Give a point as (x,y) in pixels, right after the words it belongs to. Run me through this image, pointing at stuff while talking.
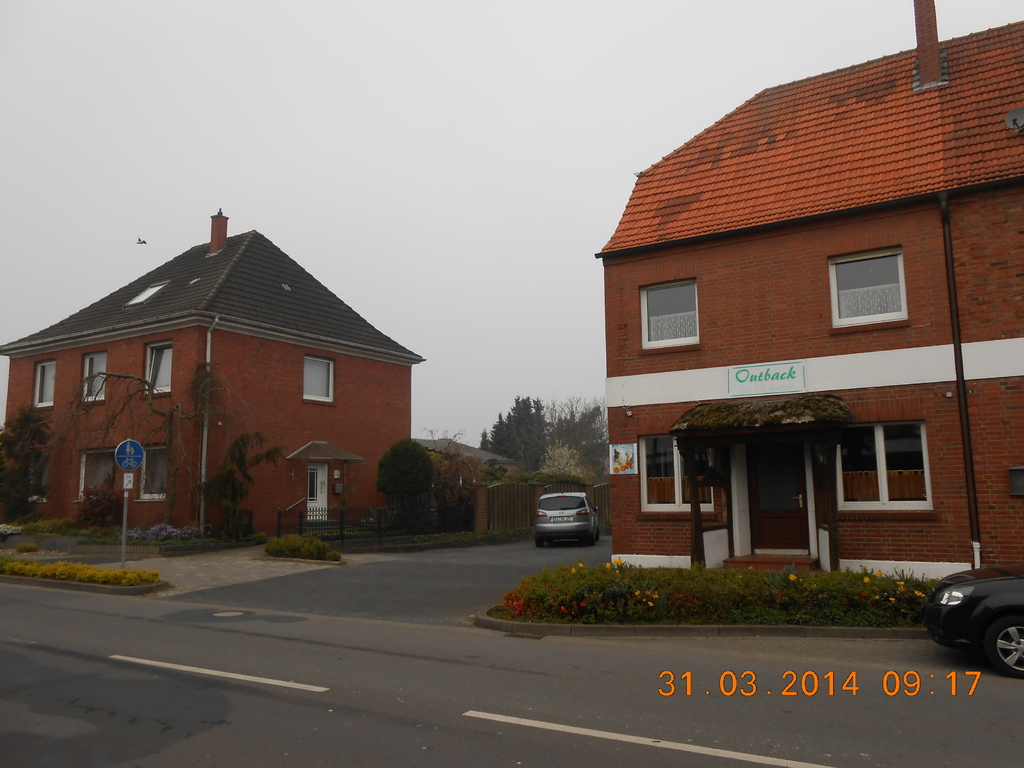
This picture is clicked outside. On the right (902,474) there is a house (799,197) with a red roof top (850,172) and we can see the door (782,486) and windows (913,464) of the house (870,351). On the right corner (1000,579) there is a black color car (979,587) and we can see the pole (957,387) and plants (732,616). In the center (586,497) there is a car (566,525) parked on the ground (481,571) and there is a board (134,448) attached to the pole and we can see the grass (304,539), house (248,357), trees (460,492) and some other objects (324,527). In the background (449,210) there is sky (490,345) and the trees (537,432). At the bottom right corner (816,690) there is a watermark (668,688) on the image.
